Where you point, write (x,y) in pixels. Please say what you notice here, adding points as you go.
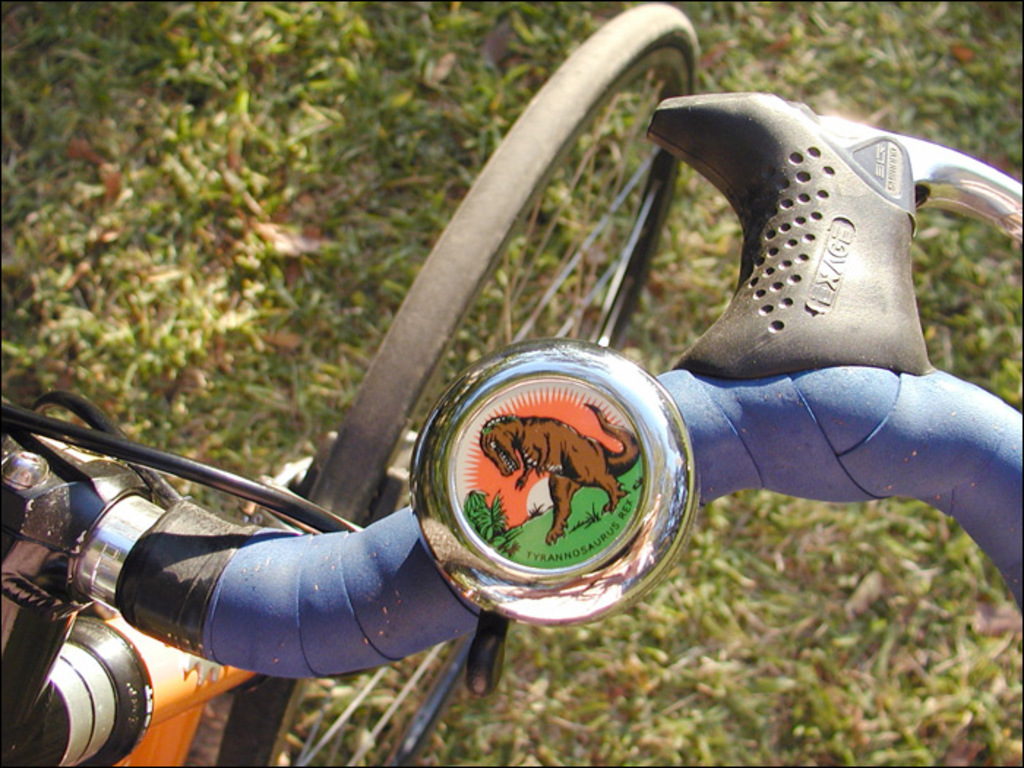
In this image there is a bicycle (565,428) on the grass (496,342).
